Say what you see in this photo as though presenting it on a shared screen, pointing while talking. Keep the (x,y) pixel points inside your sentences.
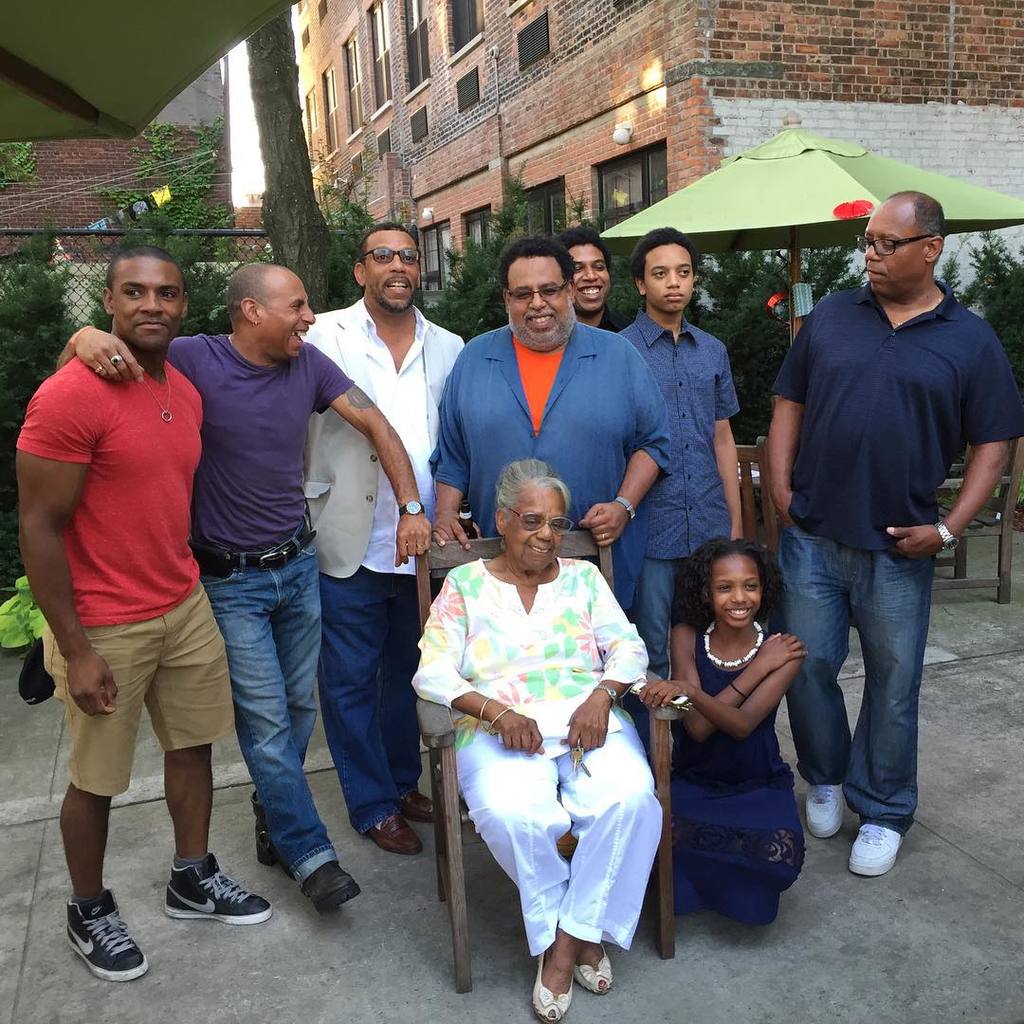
In this image we can see some persons (616,548) standing on the floor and some are sitting. In the background (395,194) there are buildings (320,87), sky (296,50), trees (315,226), grills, parasol (844,174), plants (525,215), pipelines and floor (813,855).
